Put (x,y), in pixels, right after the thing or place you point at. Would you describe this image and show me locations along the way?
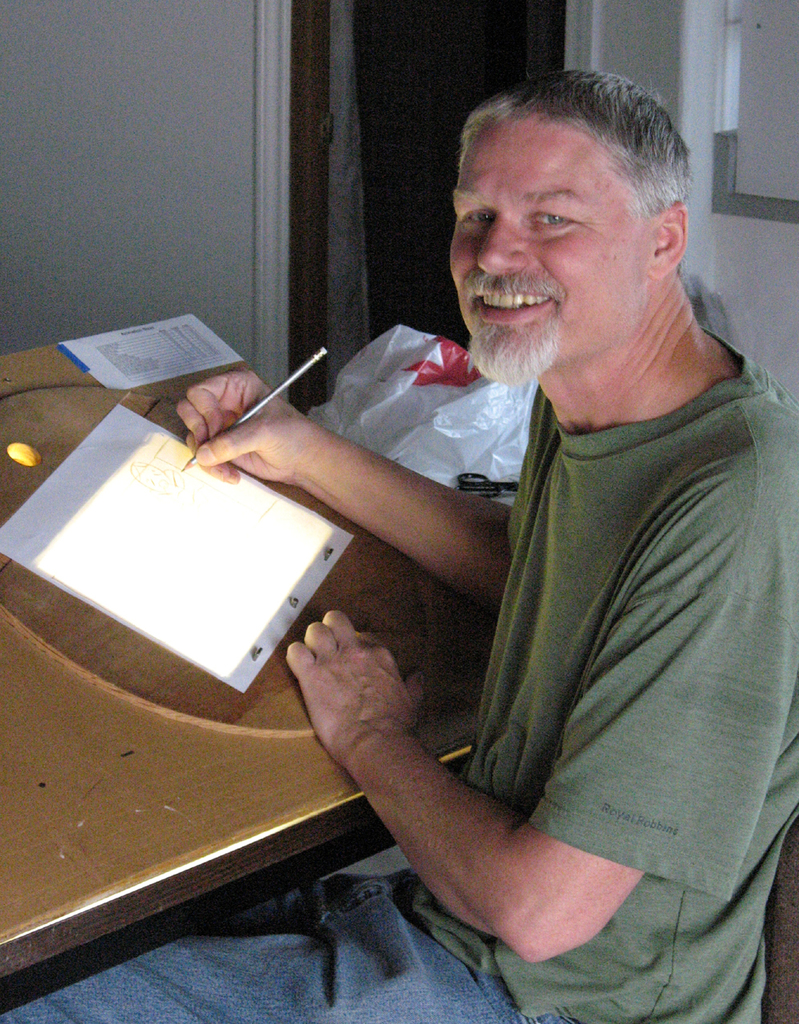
In this picture there is a person (321,894) in green shirt (608,994) and blue jeans (291,1009) and sitting on the chair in front of the table (75,709) on which there is something.
